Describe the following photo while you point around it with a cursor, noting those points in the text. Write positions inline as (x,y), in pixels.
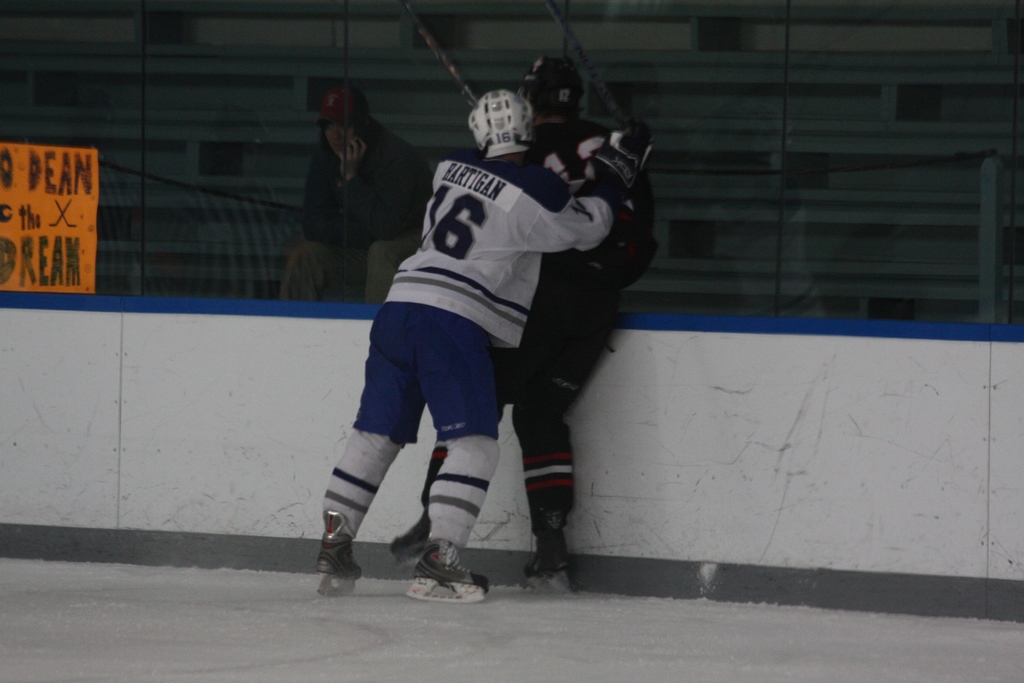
In this image we can see persons (444,540) standing on the floor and a person (376,213) sitting on the chair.
